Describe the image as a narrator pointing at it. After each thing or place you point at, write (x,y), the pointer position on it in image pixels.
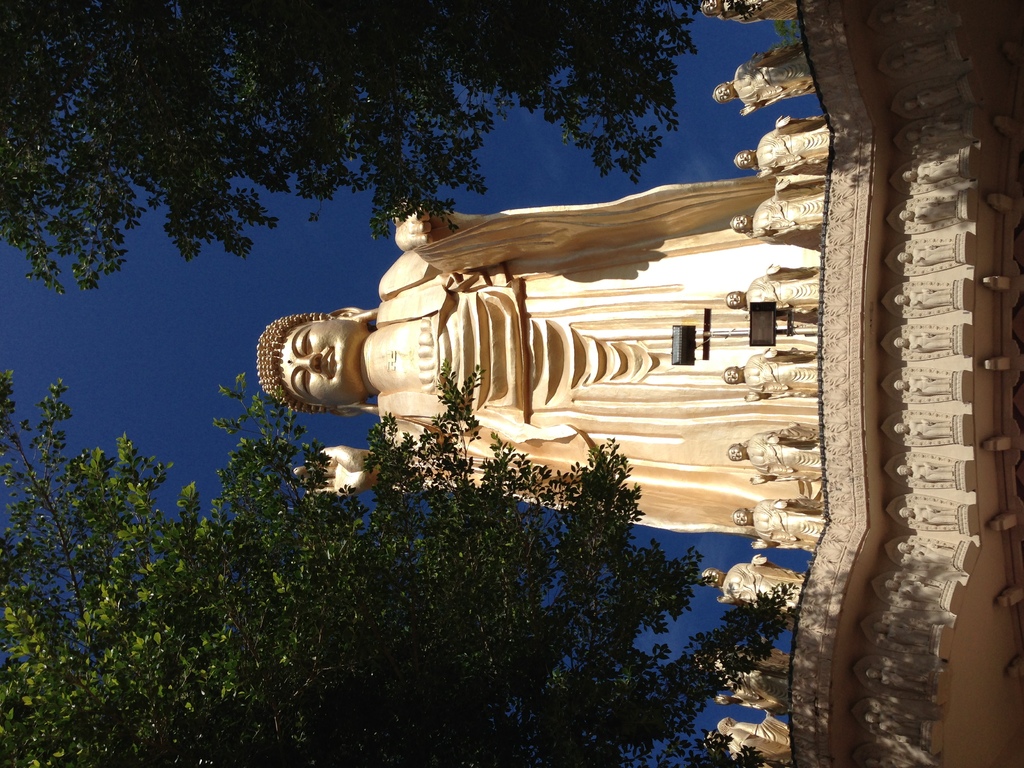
In this picture we can see few statues (694,388), lights (690,339) and trees (466,484).
